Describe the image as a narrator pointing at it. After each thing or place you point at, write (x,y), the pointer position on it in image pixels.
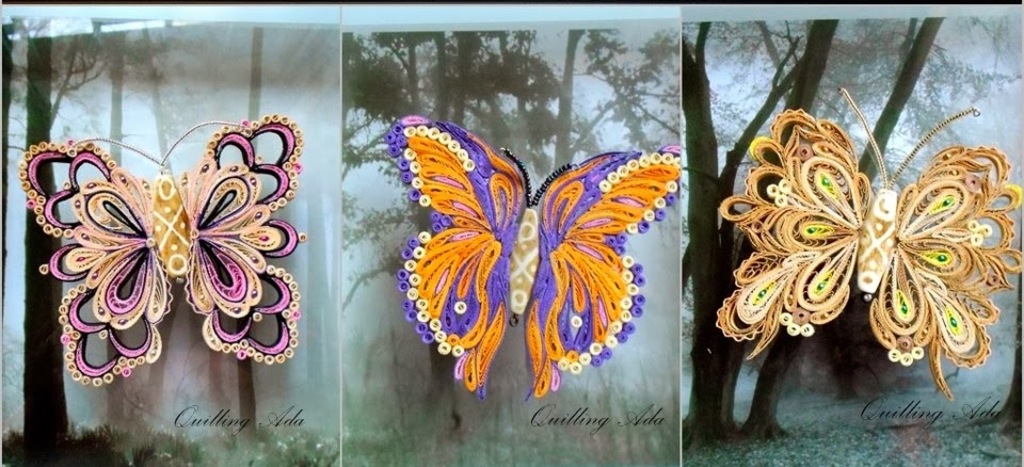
In this image it is a collage of three images. In the three images there are butterflies (805,157) of different sizes and different colours. In the background (399,98) there are trees (494,102).
